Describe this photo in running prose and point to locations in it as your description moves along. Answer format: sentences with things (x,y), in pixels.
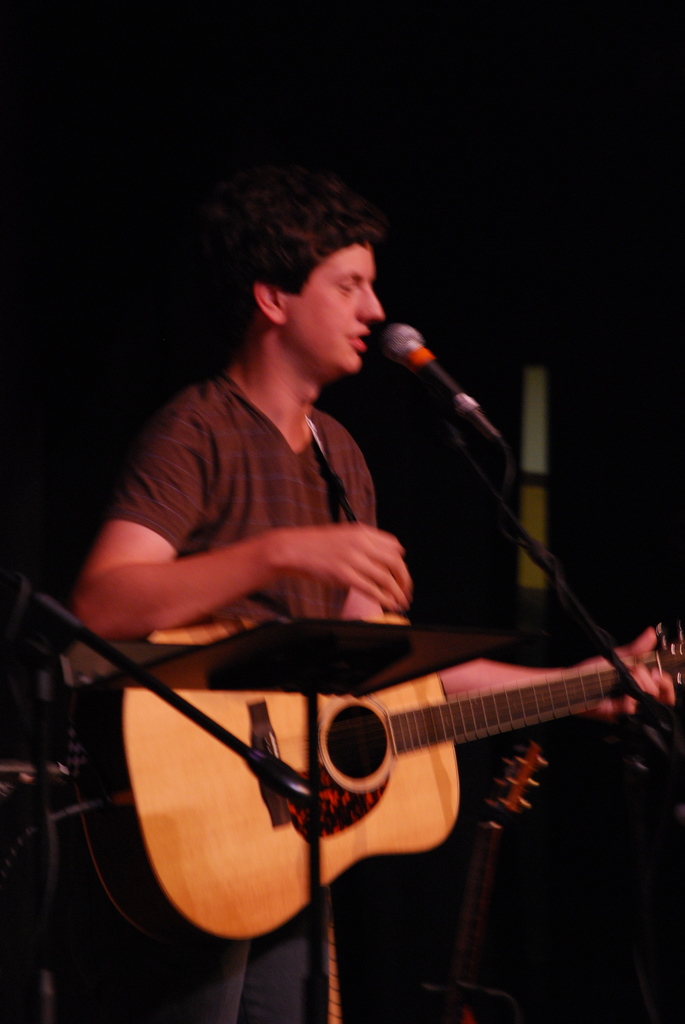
In this picture we can see a man (293,472) who is standing in front of mike (396,339). And he is playing guitar (668,673).
